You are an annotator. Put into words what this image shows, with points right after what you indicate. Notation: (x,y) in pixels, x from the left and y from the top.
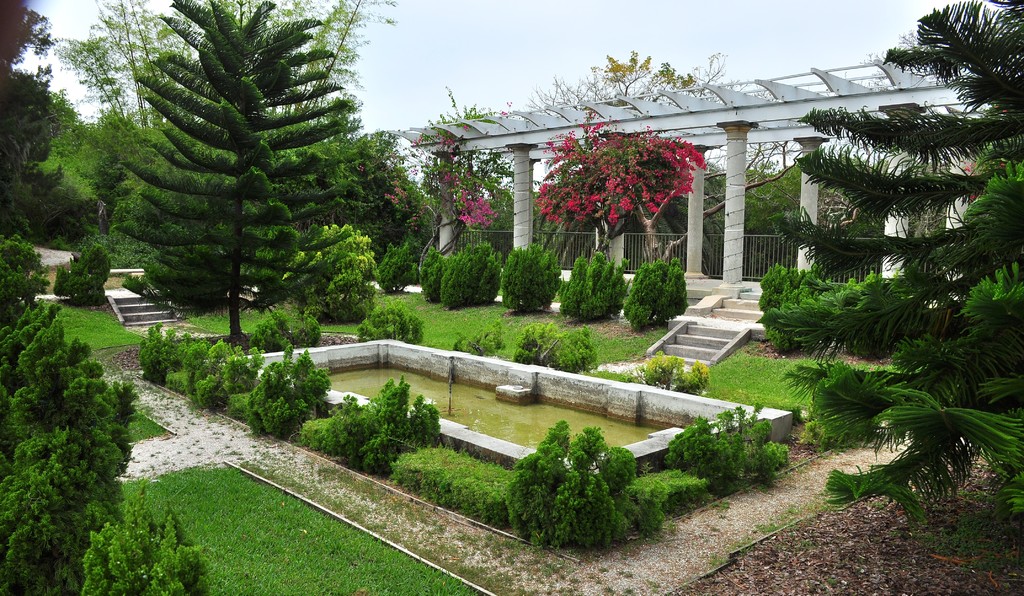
In this image I can see few green trees (931,295), few stairs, few pink flowers (608,181), water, fencing (752,245) and pillars (740,234). The sky (741,45) is in blue and white color.
